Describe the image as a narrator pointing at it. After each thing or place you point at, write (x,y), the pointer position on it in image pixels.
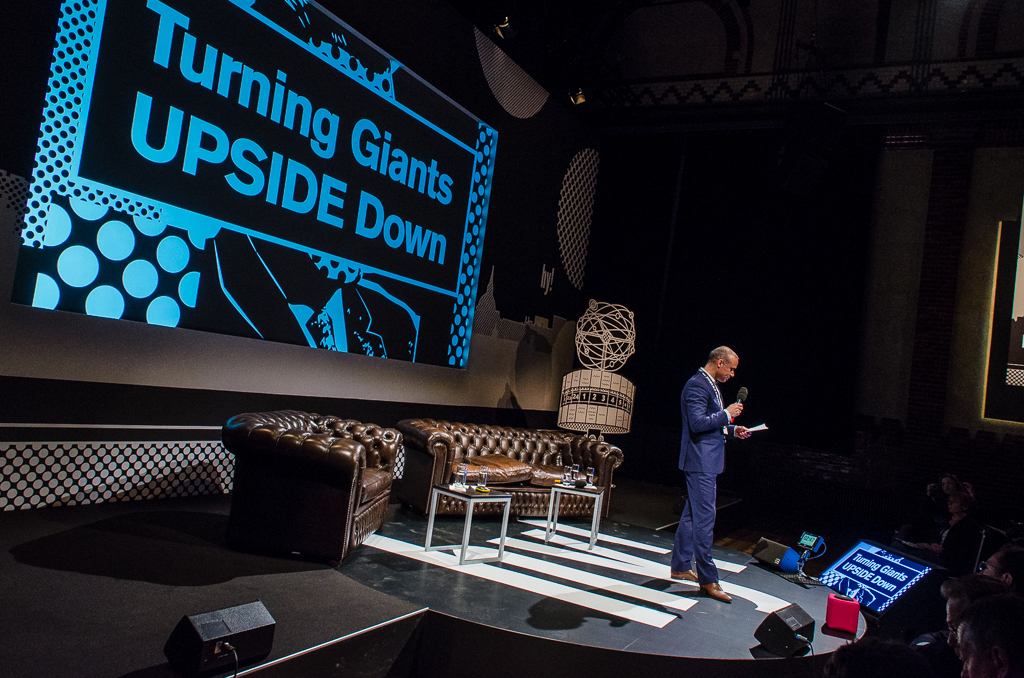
In the middle of the picture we can see a person (727,362) standing on the floor (733,636) and holding a mike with his hand (730,410). There are sofas (443,446), pillows (494,475), tables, glasses (462,476), speakers (795,555), screen (863,592), and few persons (1008,595). In the background (601,297) we can see a screen (386,324) and wall (932,123).
